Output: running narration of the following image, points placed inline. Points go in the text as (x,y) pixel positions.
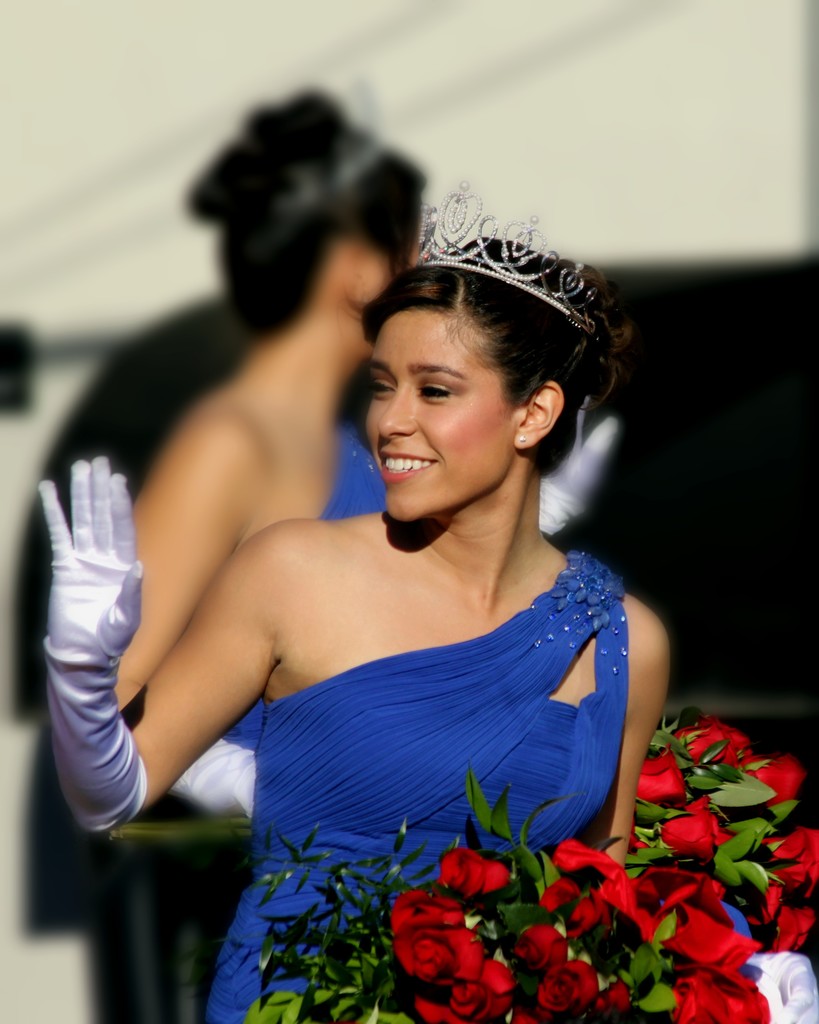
In the center of the image (377,577) we can see two persons (509,702) are in matching blue dresses (459,743) and they are holding flower bouquets (508,839). Among them, we can see one person (464,544) is smiling. In the background (28,97), we can see it is blurred.
